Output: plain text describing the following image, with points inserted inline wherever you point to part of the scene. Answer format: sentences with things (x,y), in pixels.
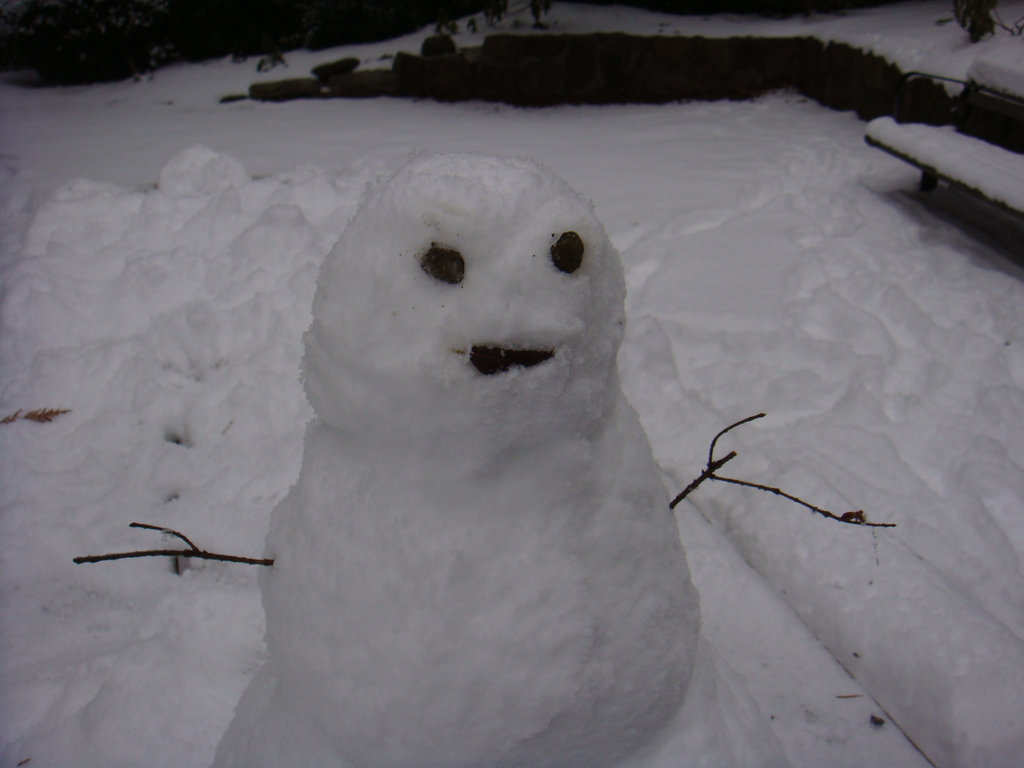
In this image we can see a snowman (531,474). On the backside (235,253) we can see the ground (276,253) and a bench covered with snow (906,297).
